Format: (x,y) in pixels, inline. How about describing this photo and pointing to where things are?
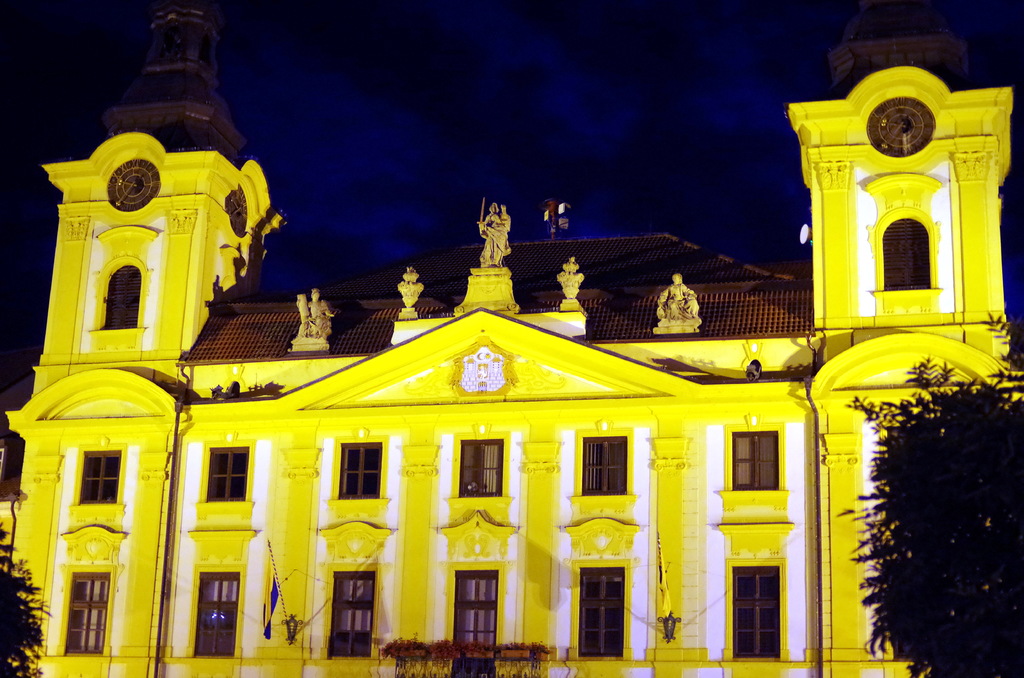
In the center of the image (479,443) there is a building (342,579) and flags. On the right (930,471) and left side of the image (14,617) we can see trees (33,622). In the background (512,212) there is sky (403,132).
